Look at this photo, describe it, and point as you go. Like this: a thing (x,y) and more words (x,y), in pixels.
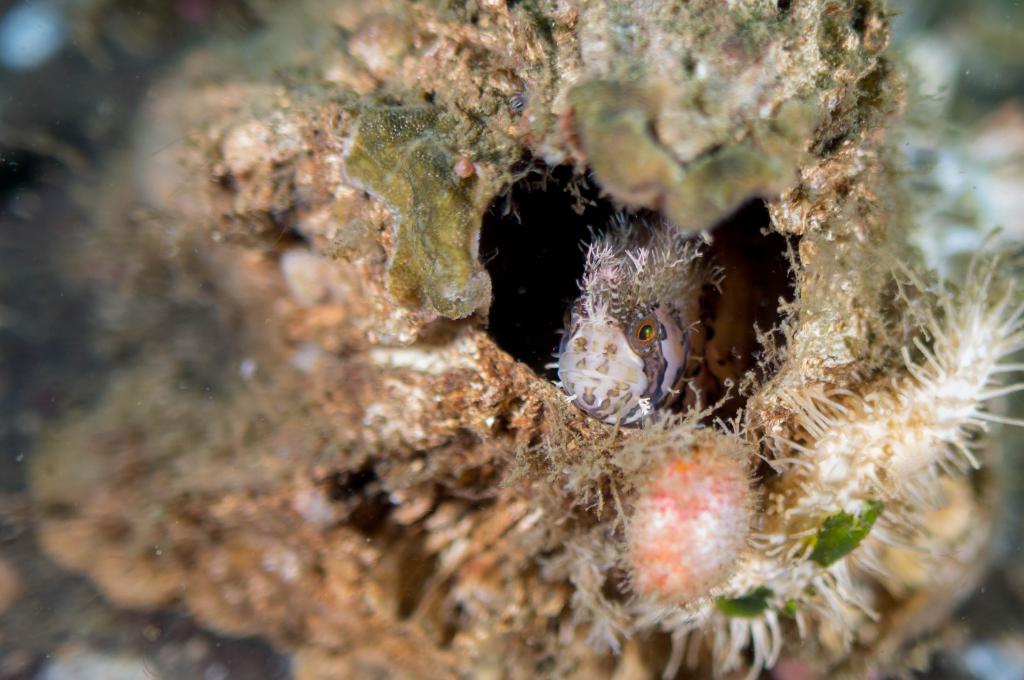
In this image I can see the fish (625,355) inside the rock (385,394). To the side I can see few aquatic plants (829,489). And there is a blurred background (951,207).
